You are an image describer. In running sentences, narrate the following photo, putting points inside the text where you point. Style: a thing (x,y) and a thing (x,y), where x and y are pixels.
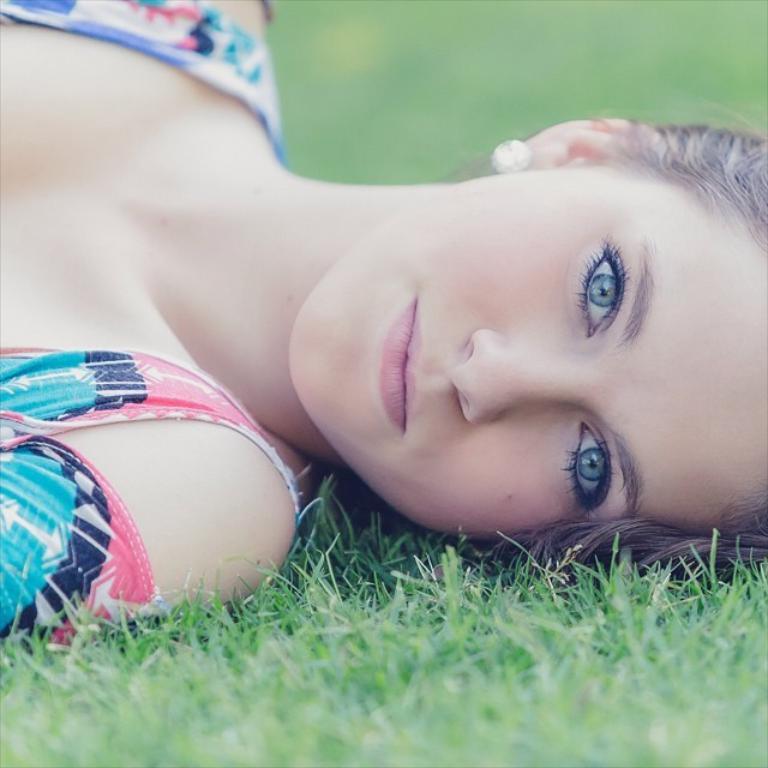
In this picture we can see a woman (461,527) lying on the grass (253,686) and smiling and in the background (737,54) it is blurry.
